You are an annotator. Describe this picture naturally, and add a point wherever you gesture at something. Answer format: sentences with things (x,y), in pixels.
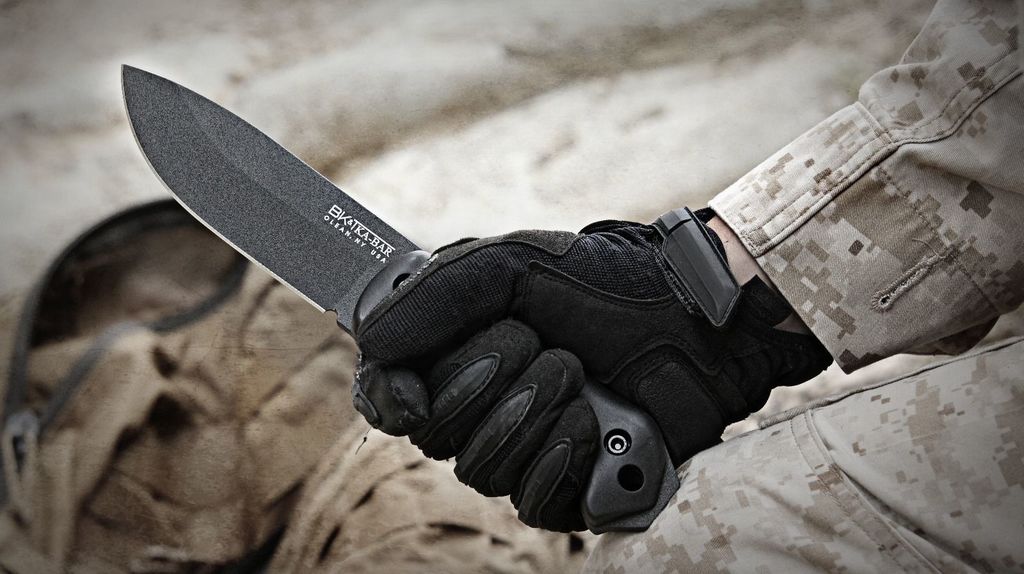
In this picture we can observe a knife (293,195) which is in black color. There is a human hand (658,269) holding a knife (596,394) wearing a black color glove (455,391). In the background (290,77) it is completely blur.
